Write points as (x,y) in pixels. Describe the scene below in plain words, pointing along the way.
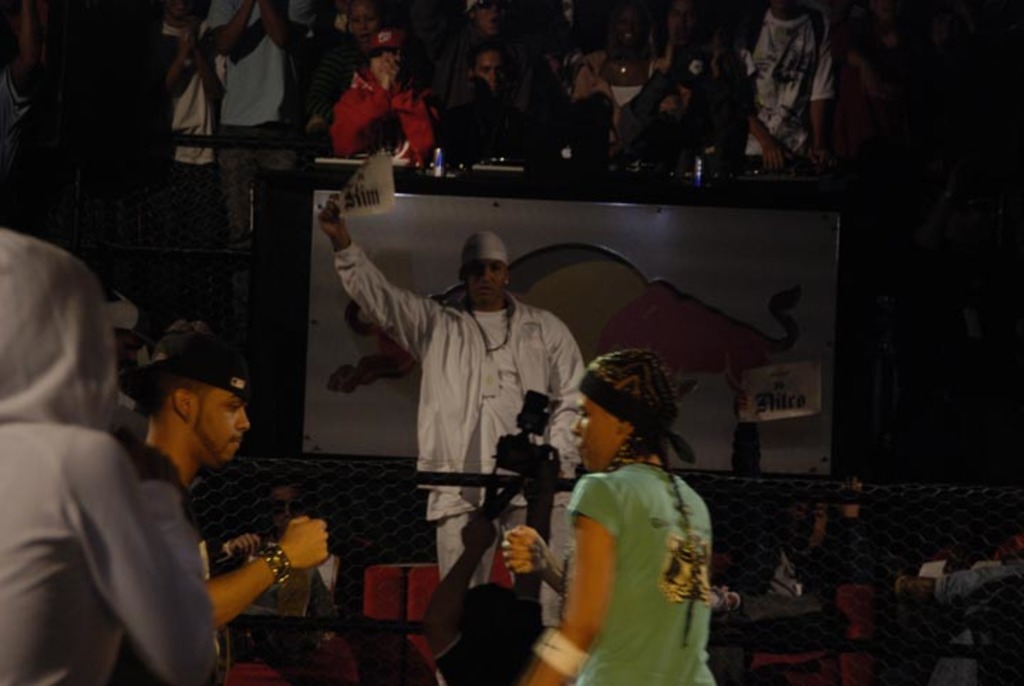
In this image I can see a group of people (615,489), screen (399,396), fence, objects (412,581) and a board (384,396). This image is taken may be during night.
